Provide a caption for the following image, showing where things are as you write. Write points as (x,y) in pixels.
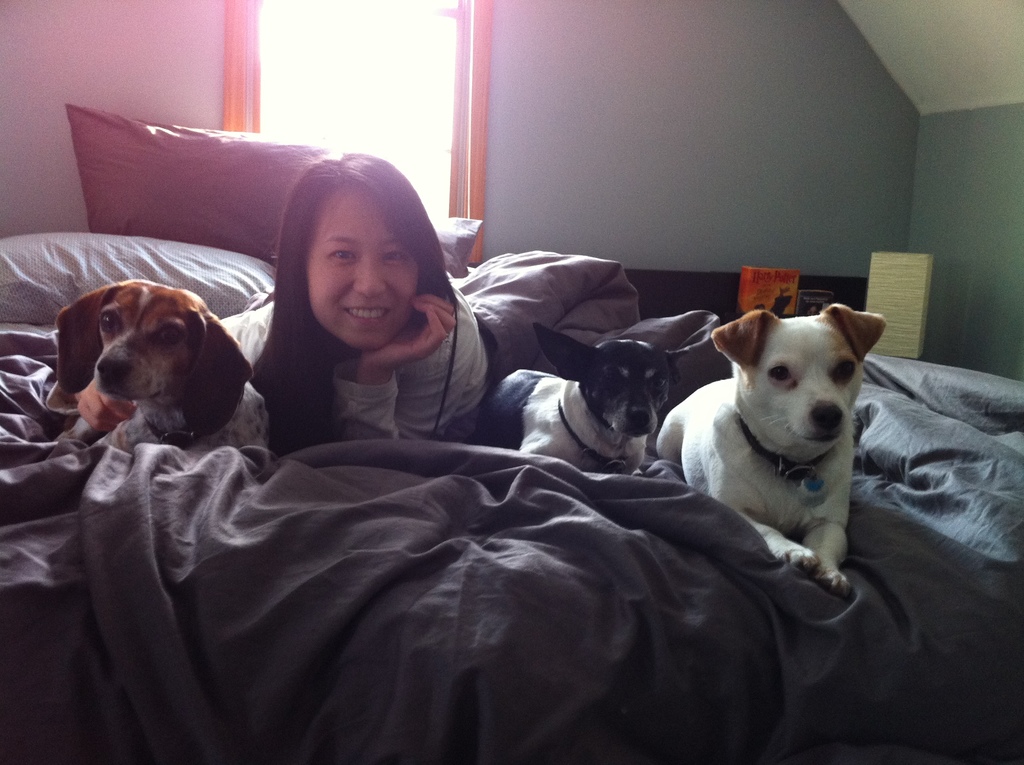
In this image, there is a bed (294,547) on that bed (265,470) there is a grey color blanket (258,578), in the middle (468,386) there is a woman (459,353), there are three dogs (757,465) which are in white, brown and black color on the bed (302,508), there is a pillow (228,165) which is in maroon color, in the background (280,59) there is a window (397,125) and there is a white grey color wall (676,137).
